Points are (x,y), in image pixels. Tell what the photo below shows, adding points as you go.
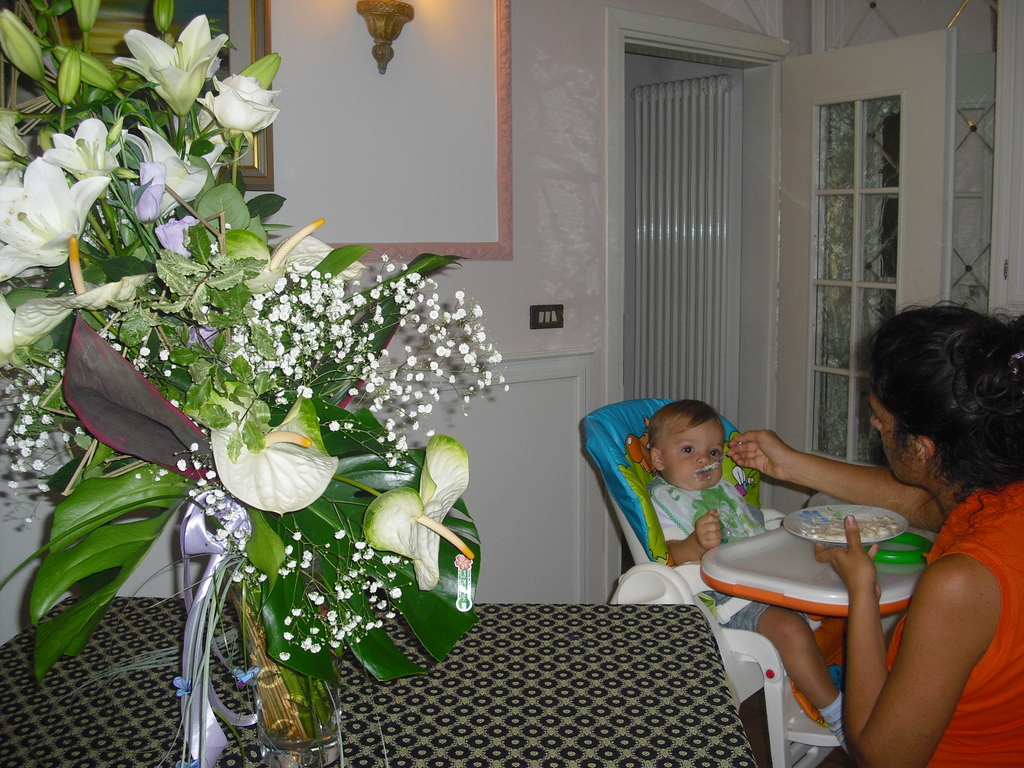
In this image there is a flower pot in the table (569,605), a baby (711,422) sitting in the chair (624,468) and eating the food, a woman (1017,605) feeding the baby (706,437) and at the back ground (758,56) there is a frame (426,80) fixed to the wall (570,149), a door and a switch board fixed to the wall (547,283).
